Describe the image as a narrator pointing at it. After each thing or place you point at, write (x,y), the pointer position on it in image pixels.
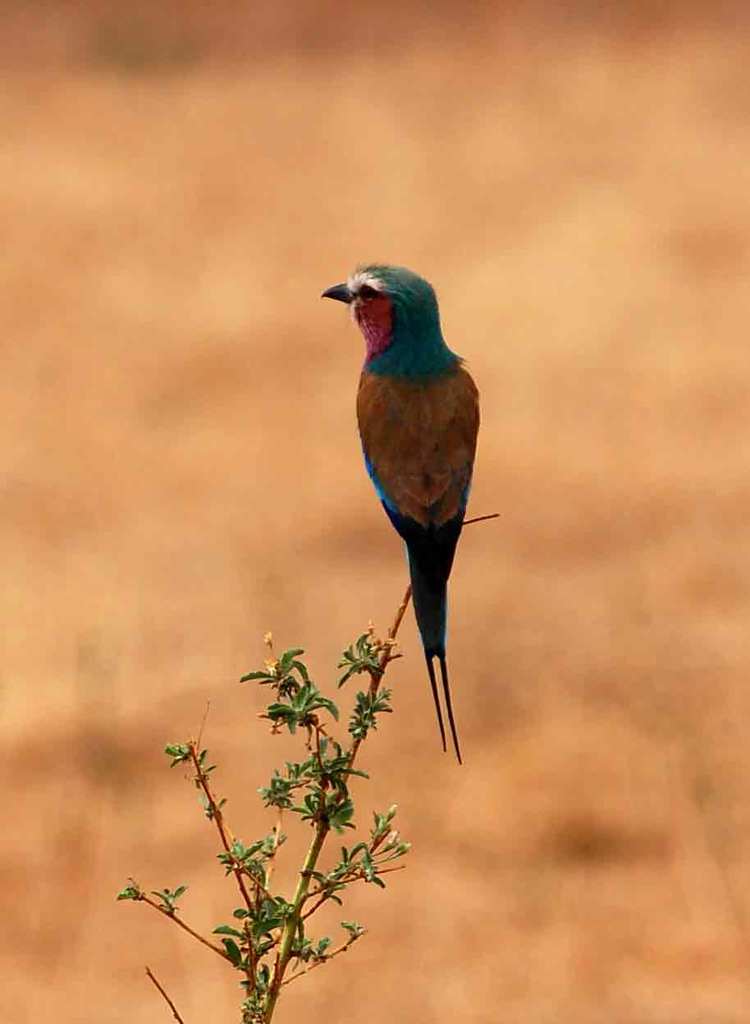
Here this is the picture showing the bird (368,303) which is standing on the stem (392,632).
